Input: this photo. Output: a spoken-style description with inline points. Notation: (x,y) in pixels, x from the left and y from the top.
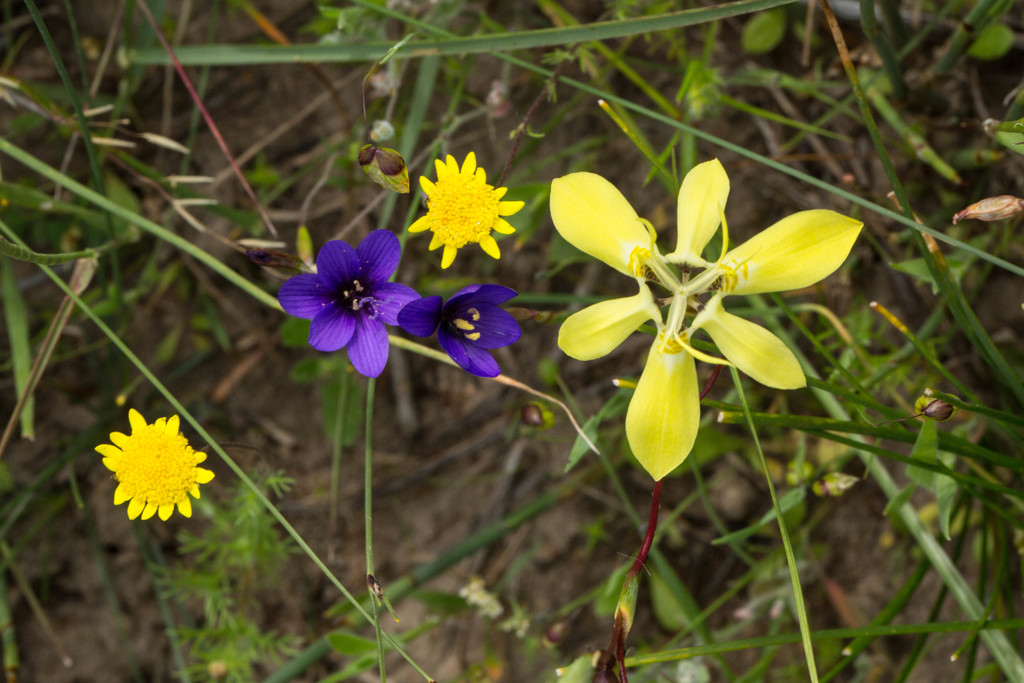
In this picture we can see some yellow and purple flowers (329,275). Few plants (103,221) are visible in the background (231,498).
